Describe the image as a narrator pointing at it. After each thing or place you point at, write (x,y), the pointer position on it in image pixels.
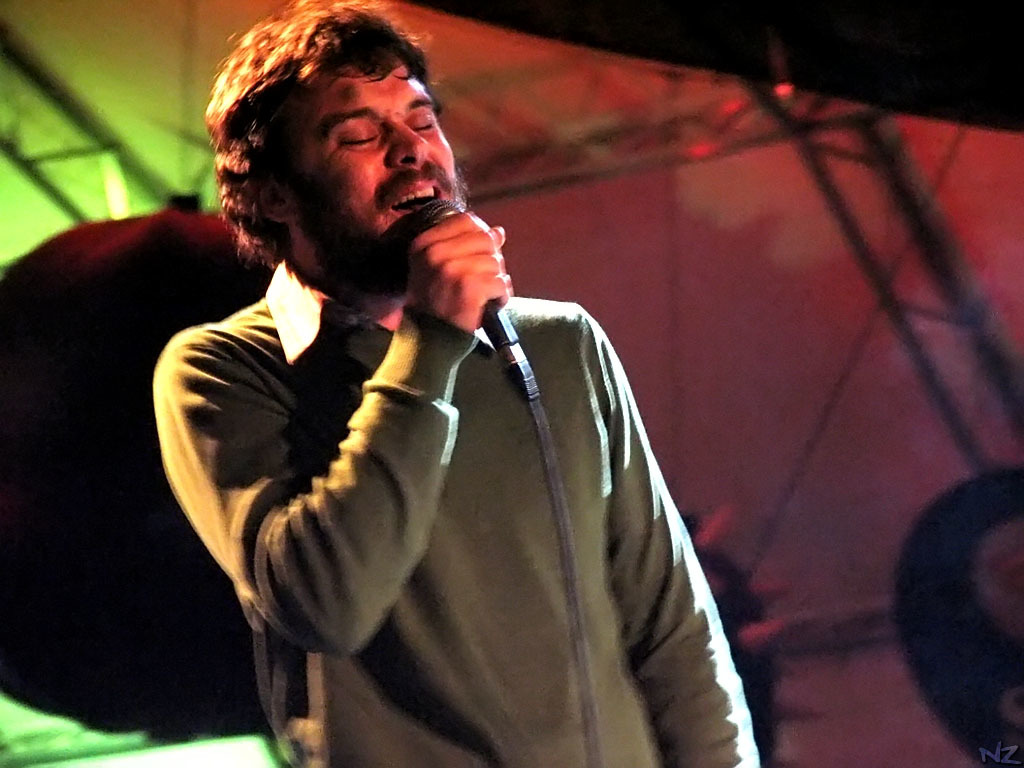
One person (461,364) is standing and singing a song in the microphone (499,323) and wearing a grey shirt (371,573) in the picture.
